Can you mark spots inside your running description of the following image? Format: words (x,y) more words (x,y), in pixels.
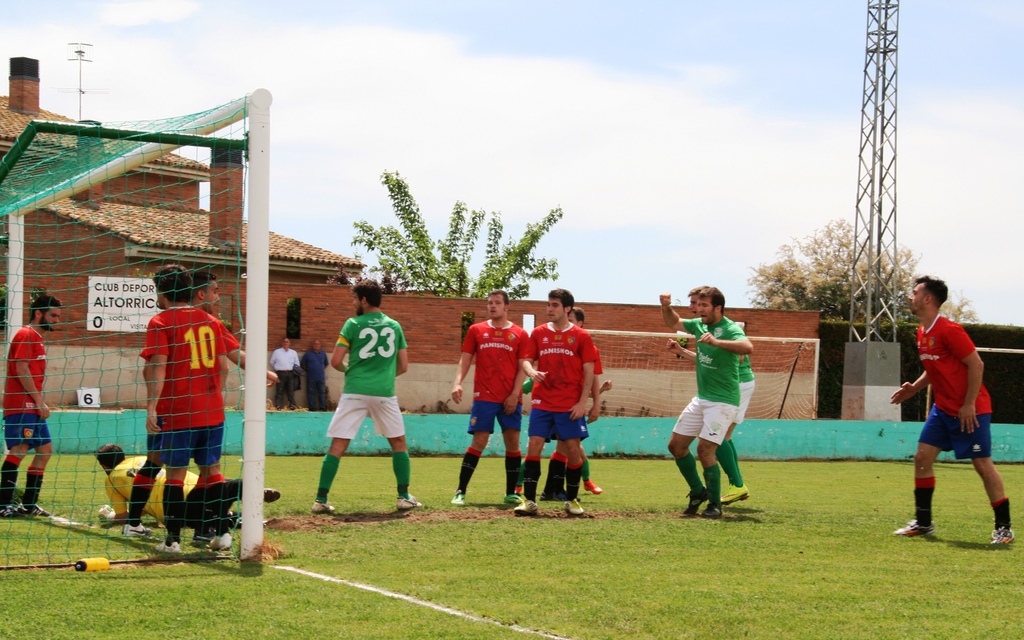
In this picture I can see group of people (550,325) playing a game, there are sports nets (70,214), there are two persons (326,353) standing, there are boards (145,322) and a wall (310,322), there is a building (40,218), there are trees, and in the background (590,112) there is the sky (561,105).
